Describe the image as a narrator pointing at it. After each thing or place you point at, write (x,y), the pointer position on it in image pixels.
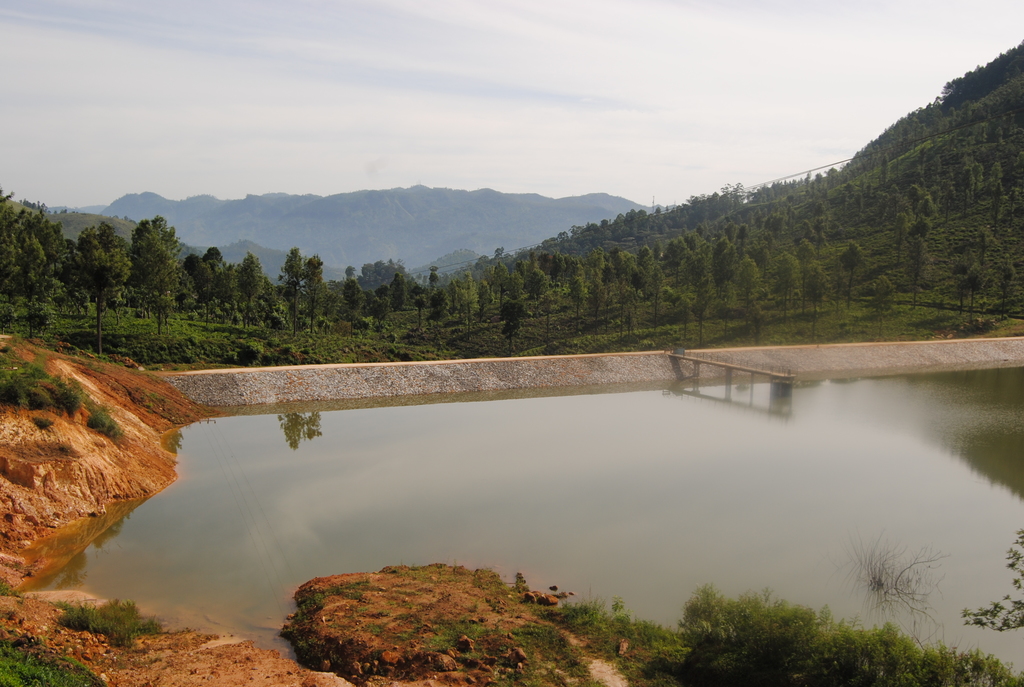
There is muddy texture (454,616) and greenery (744,674) at the bottom side (740,658), there is water (467,438) and a dock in the center (578,438). There are trees (301,256), mountains (412,209) and sky (713,127) in the background area (501,231).
